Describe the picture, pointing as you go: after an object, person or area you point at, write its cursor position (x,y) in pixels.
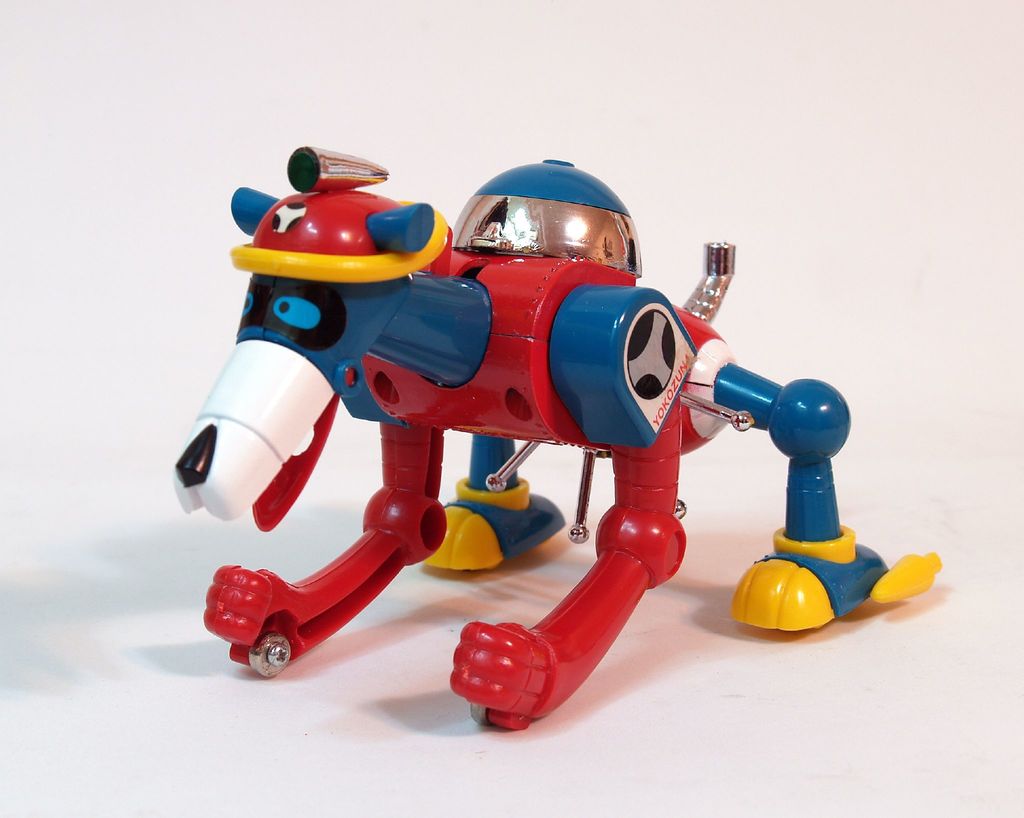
In this image we can see a toy (638,515) on the white color surface (454,716).
